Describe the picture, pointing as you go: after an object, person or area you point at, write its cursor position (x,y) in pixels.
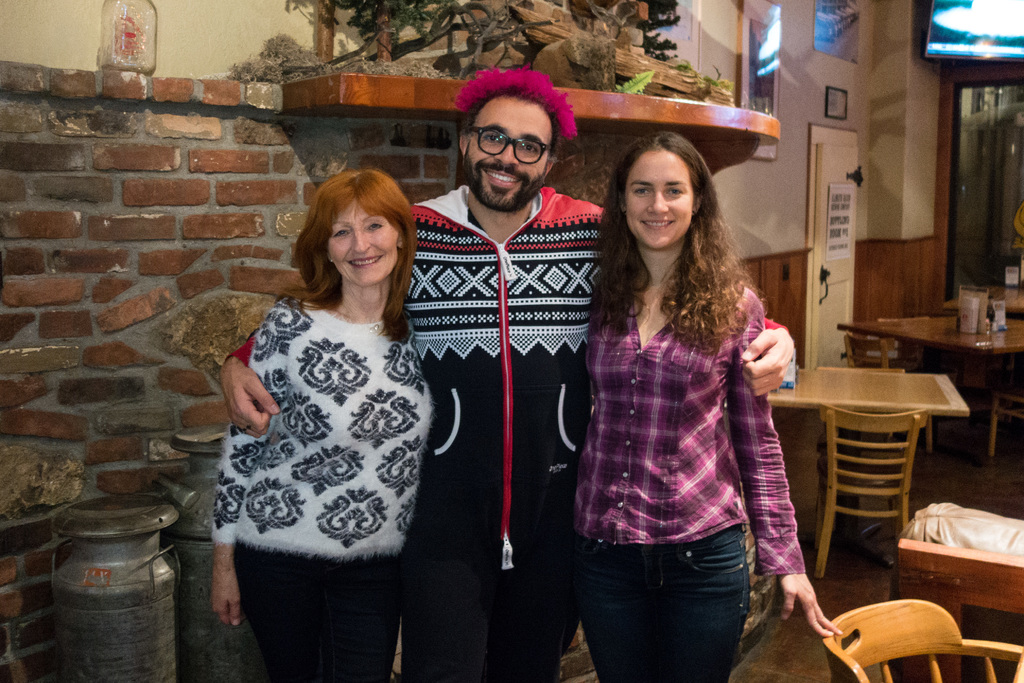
This picture shows two women (416,383) and a man (524,176) standing with a smile on their faces (353,248) and we see a few tables (939,334) and chairs (929,631).
